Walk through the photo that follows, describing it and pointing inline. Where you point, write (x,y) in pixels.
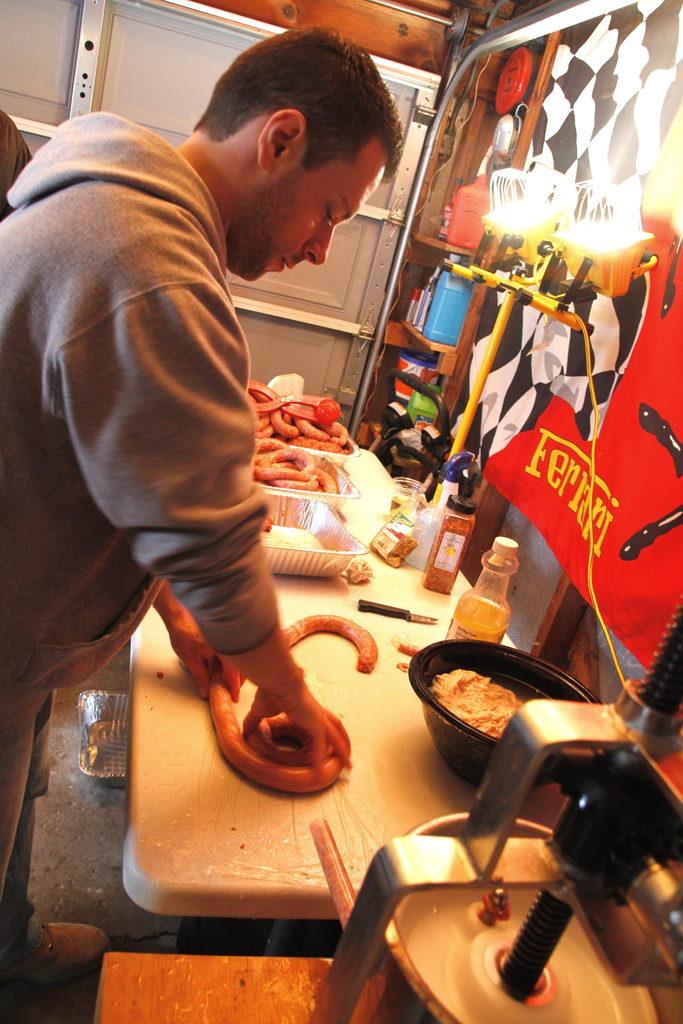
In this image I see a man (25,271) who is wearing a hoodie (167,394) and I see number of things (342,534) over here and I see that this man (259,699) is holding a thing (266,757) in his hands (309,695) and I see the lights (561,244) over here and I see something is written over here.
